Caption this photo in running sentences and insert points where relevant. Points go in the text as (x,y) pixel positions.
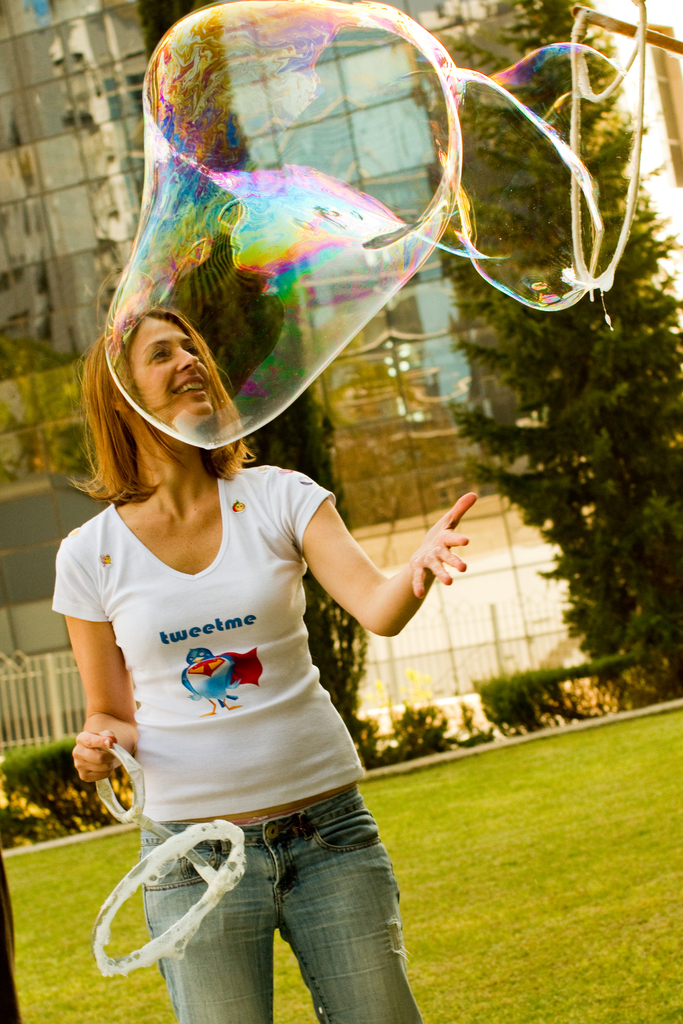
In the picture I can see a woman (169,700) wearing white color T-shirt (213,696) and jeans (364,925) is holding an object (167,837) and standing on the ground (629,915). Here we can see a bubble (320,173) in the air (648,149). The background of the image (648,655) is blurred, where we can shrubs (364,726), fence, trees (653,514) and the glass buildings (364,497).
